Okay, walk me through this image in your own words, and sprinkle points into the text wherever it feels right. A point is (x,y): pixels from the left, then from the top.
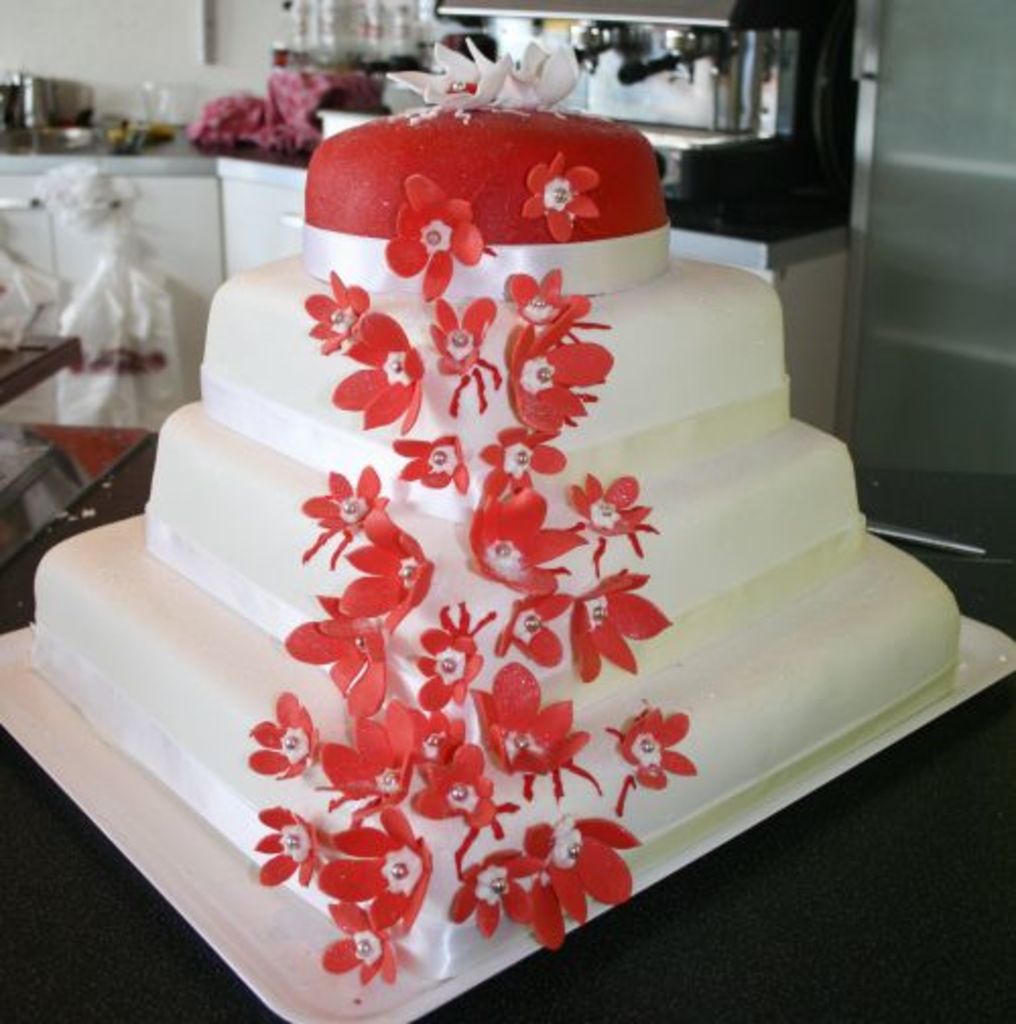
In this picture there is a cake (506,187) in the foreground (601,281) and the cake (662,232) is in red and white color and there are red color flowers (530,579) on the cake (605,466). At the back (44,132) there are utensils (7,87) on the table (88,159) and there is a machine (833,3) and there is a cloth (364,104) on the table (57,150). There are objects (22,486) on the table (45,463) and there are covers (95,292) on the cupboard (188,314).
